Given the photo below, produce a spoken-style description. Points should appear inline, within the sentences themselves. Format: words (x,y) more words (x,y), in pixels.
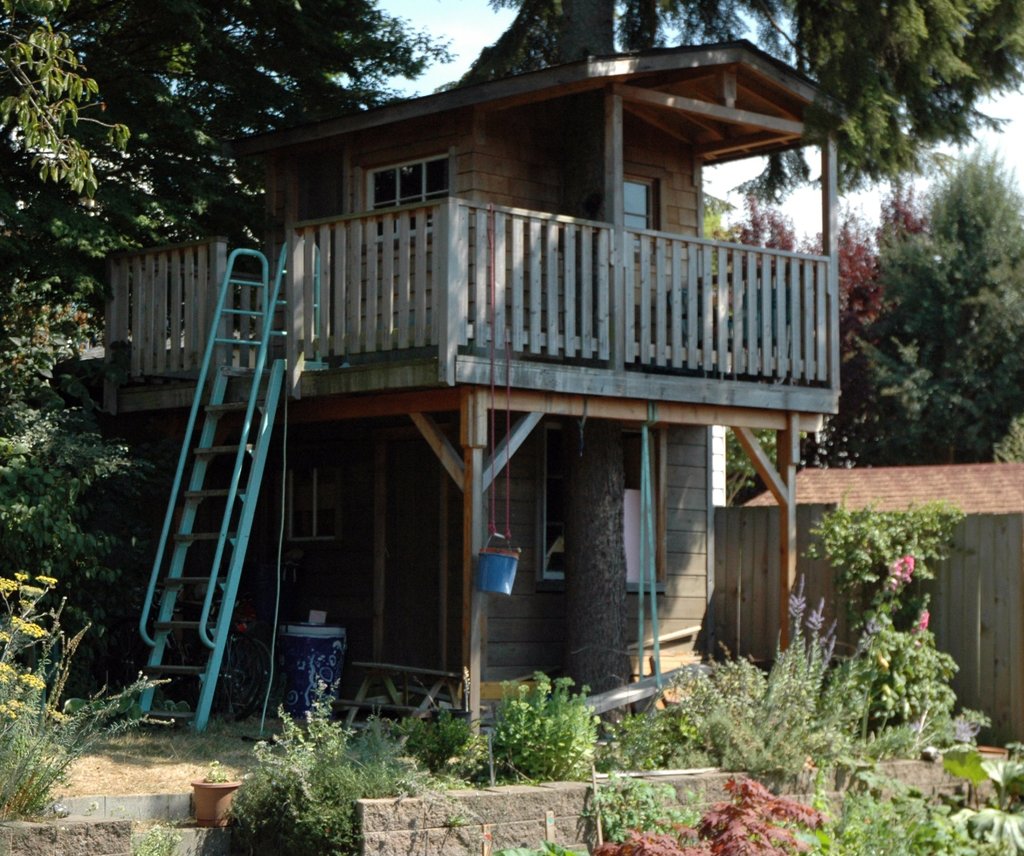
In this image we can see a house (522,438). Background of the image (944,435) trees (893,300) are there. In front of the house (530,418) plants (631,799) are present.
